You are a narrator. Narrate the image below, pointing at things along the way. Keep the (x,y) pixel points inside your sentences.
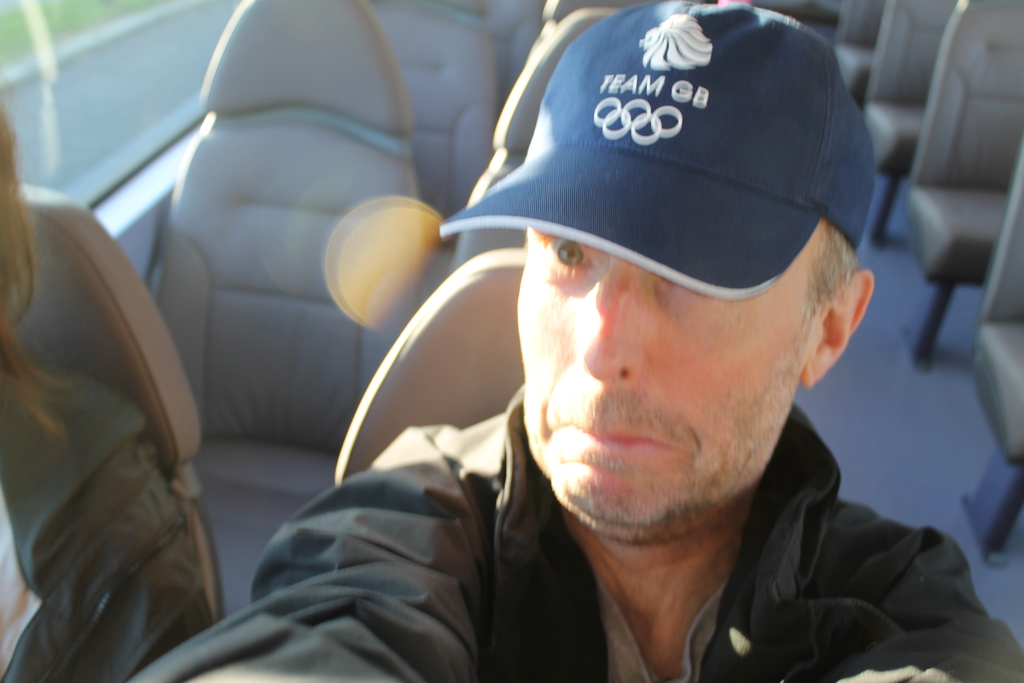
A man (603,371) is sitting in a vehicle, a man (672,211) is wearing a blue color cap (713,132) and wearing a black color jacket (853,613).
